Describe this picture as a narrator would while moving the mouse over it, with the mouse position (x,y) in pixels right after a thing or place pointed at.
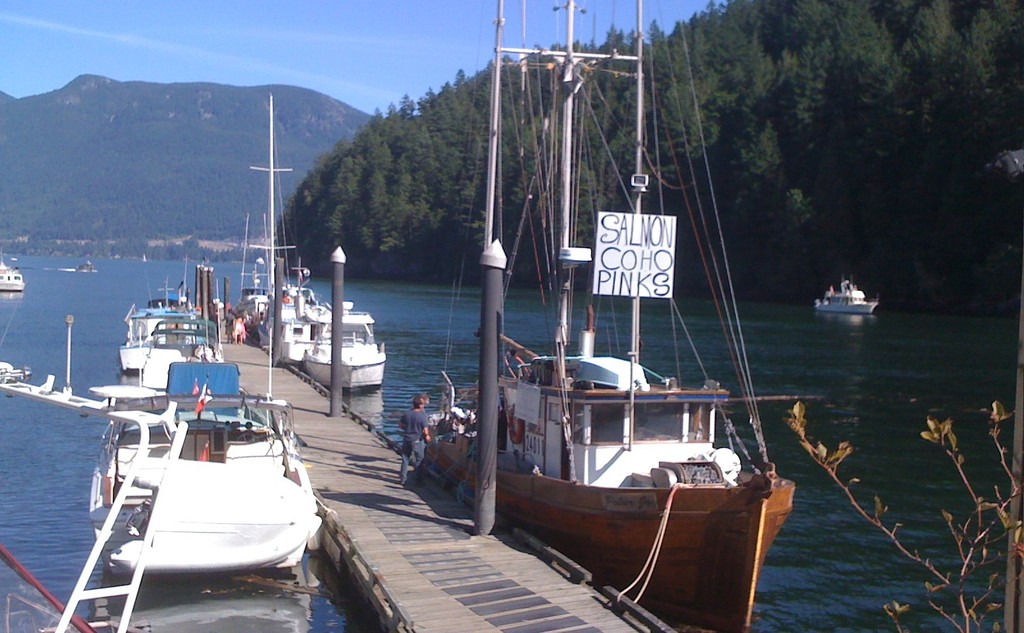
In the center of the image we can see a board bridge (355,476). There is water (21,262) and we can see boats (591,436) on the water (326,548). We can see people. In the background (345,126) there are hills (309,120) and sky (334,38). We can see trees (947,71).
